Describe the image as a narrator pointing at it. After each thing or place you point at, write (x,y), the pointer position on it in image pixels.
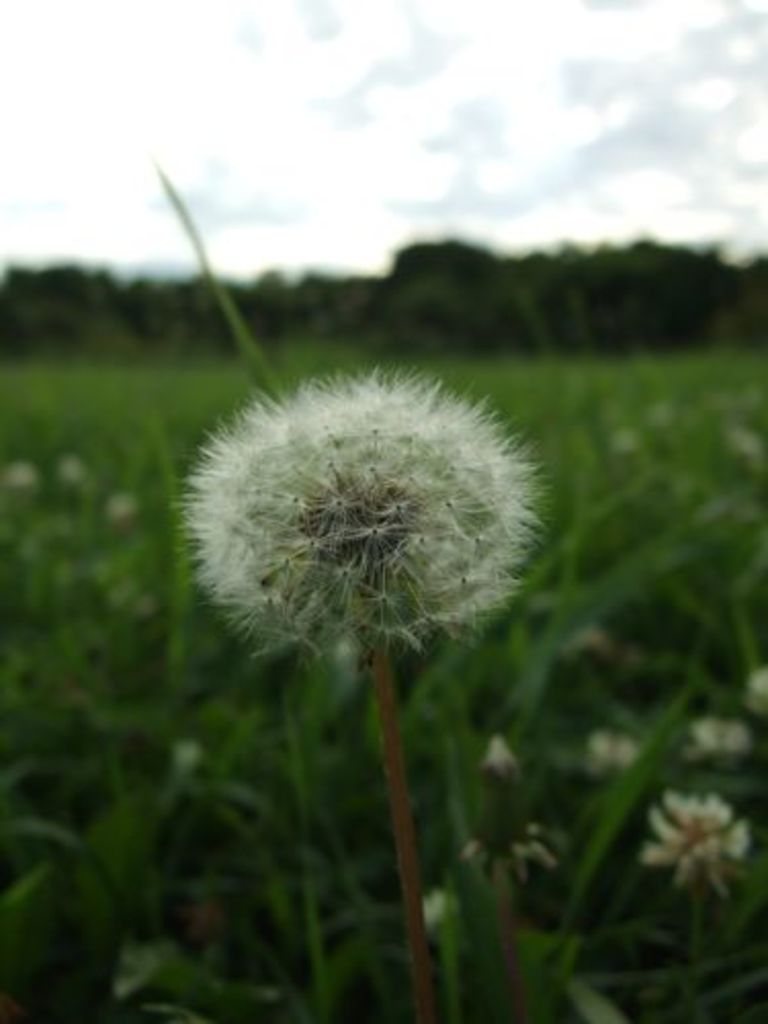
In this image there are plants (512,761) and grass (546,828) on the ground (333,797). In the foreground (397,558) there is a dandelion (324,442). In the background (272,287) there are trees (447,287). At the top (354,182) there is the sky (341,184).
